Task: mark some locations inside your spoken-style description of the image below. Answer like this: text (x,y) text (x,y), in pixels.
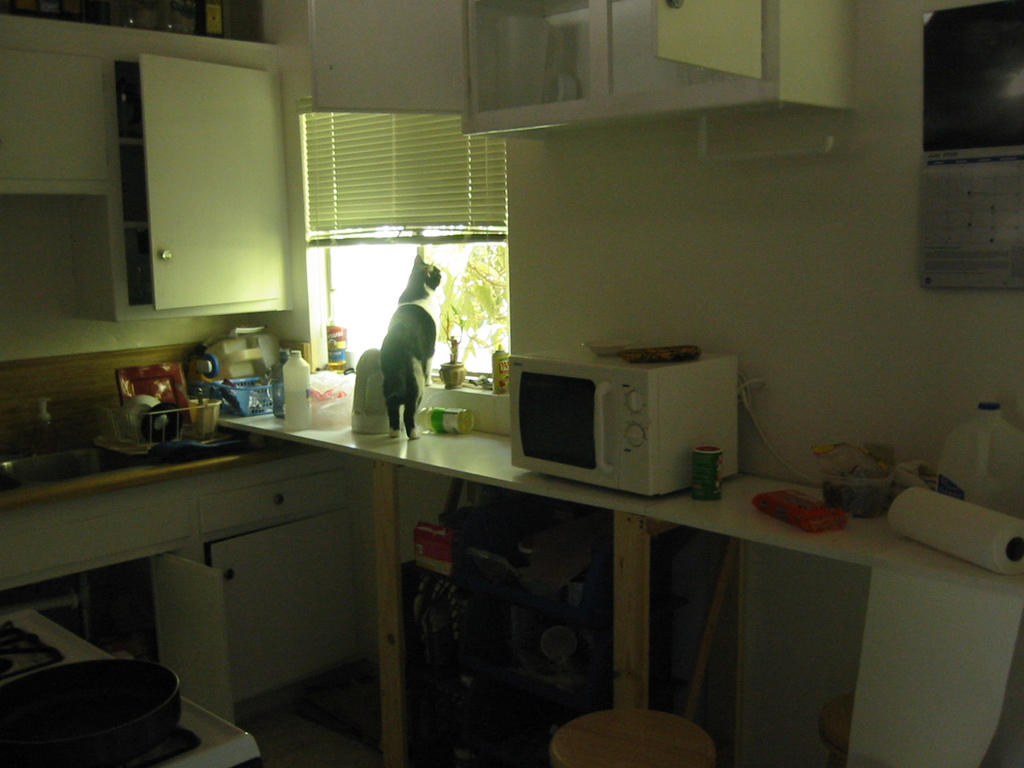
This image is clicked in the kitchen (347,463). There are cupboards (69,147) in this image. There is an oven (538,441) in the middle (656,415). There is tissue roll (979,556) on the right side (1008,526). There is sink (58,462) on the left side (78,461). There is a cat (416,401) in the middle (392,413).
